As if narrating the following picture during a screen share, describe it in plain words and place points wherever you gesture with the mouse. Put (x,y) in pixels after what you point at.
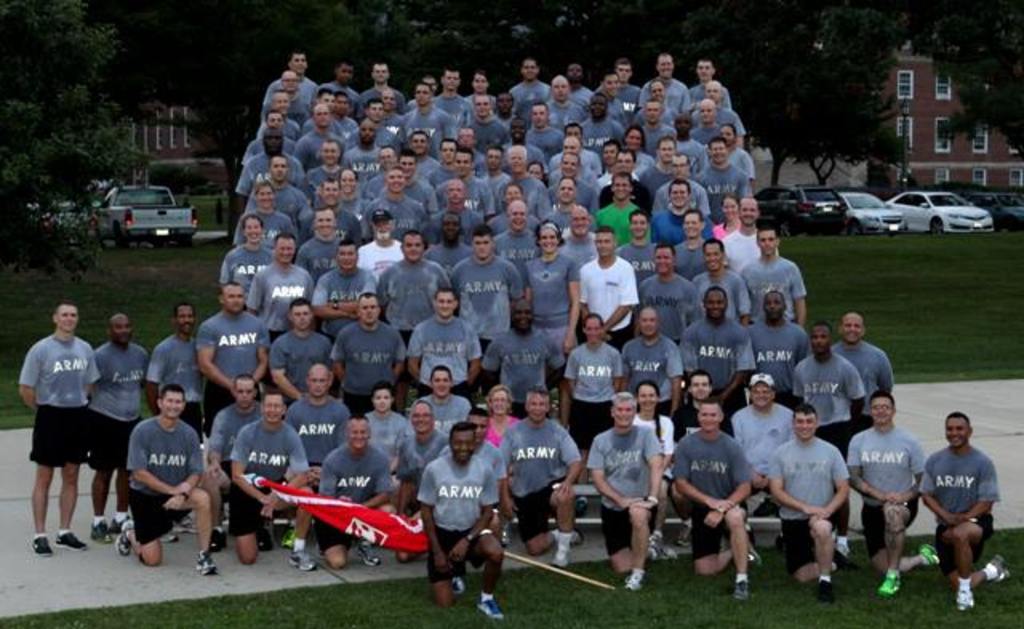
In the picture I can see a group of people (875,469) and they are smiling. I can see a man (431,546) on the bottom left side (303,473) is holding a flag pole (412,534). In the background (928,180), I can see the building (928,139), cars (928,201) and trees (404,49). I can see the green grass (161,303) on the left side (154,287) and the right side (900,306) as well.
